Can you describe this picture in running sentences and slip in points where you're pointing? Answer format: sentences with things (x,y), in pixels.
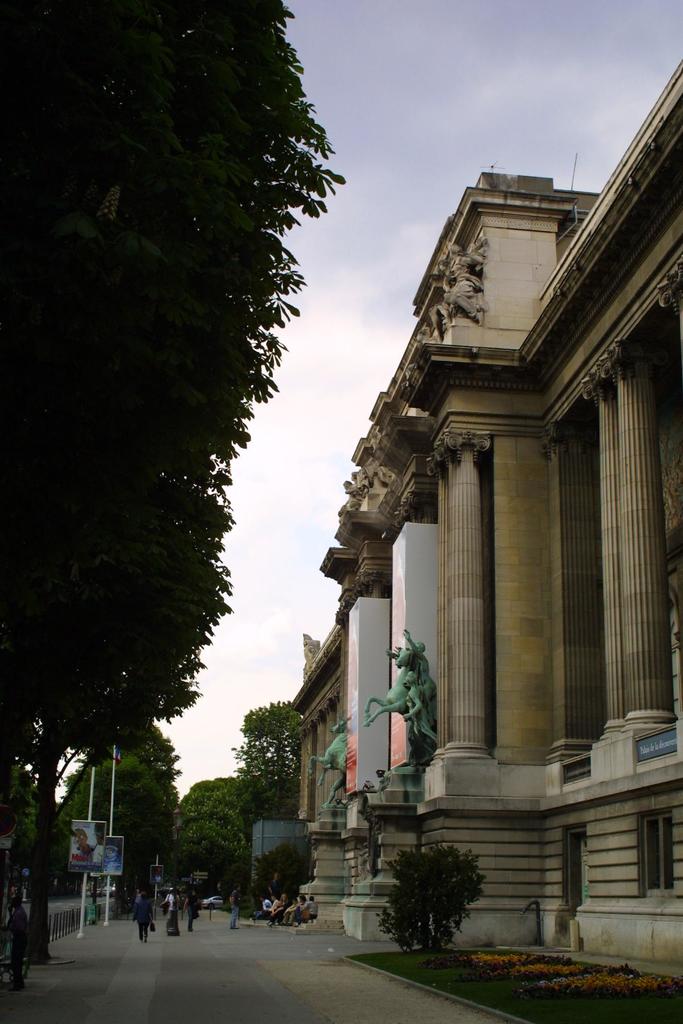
In the center of the image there are people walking on the road (204,963). On the right side of the image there are people (303,900) sitting. On the left side of the image (155,881) there are boards (89,863). On the right side of the image (526,912) there are buildings (486,777), statues (427,746). At the bottom of the image (584,1010) there is grass (590,999) on the surface (569,983). In the background of the image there are trees (192,349) and sky (379,238).
